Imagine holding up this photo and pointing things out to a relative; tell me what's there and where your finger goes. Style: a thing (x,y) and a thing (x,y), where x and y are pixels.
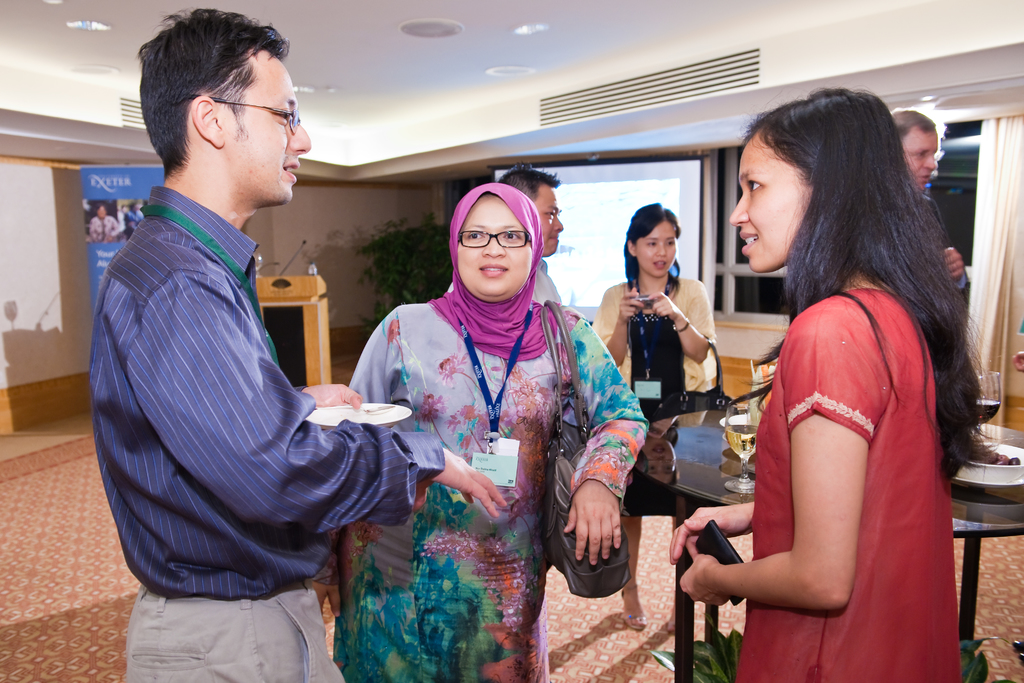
This image consists of many people (894,476). In the front (410,479), the man (262,507) is wearing a blue shirt (185,562). On the right (772,491), the girl (802,514) is wearing a red dress (793,616). At the bottom (120,615), there is a floor (43,614). In the middle (520,415), the woman (522,441) is wearing a bag (609,558) along with a tag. At the top (552,43), there is a roof (376,47) along with the lights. In the background (436,239), there is a tree (408,240).
